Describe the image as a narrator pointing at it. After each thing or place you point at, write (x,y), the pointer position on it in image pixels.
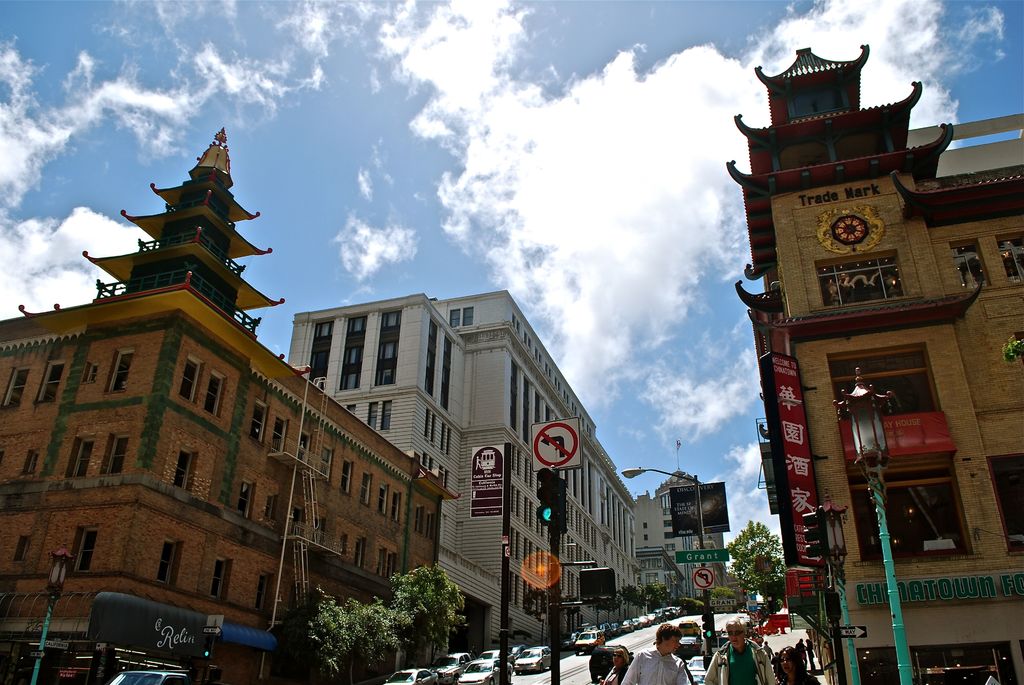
In this picture we can see a group of people (675,649) standing on the pathway (774,652). On the left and right side of the people (723,650) there are poles (503,630) with lights (859,459), sign boards (535,456), traffic signals (562,507) and a directional board (691,559). On the right side of the poles (697,494) there is a building (956,257) with names boards (778,473). On the left side of the poles (705,645) there are trees (646,605) and vehicles (544,647) on the road (615,635). On the left side of the vehicles (534,658) there are buildings (405,454). Behind the buildings (445,422) there is the sky (596,153).
